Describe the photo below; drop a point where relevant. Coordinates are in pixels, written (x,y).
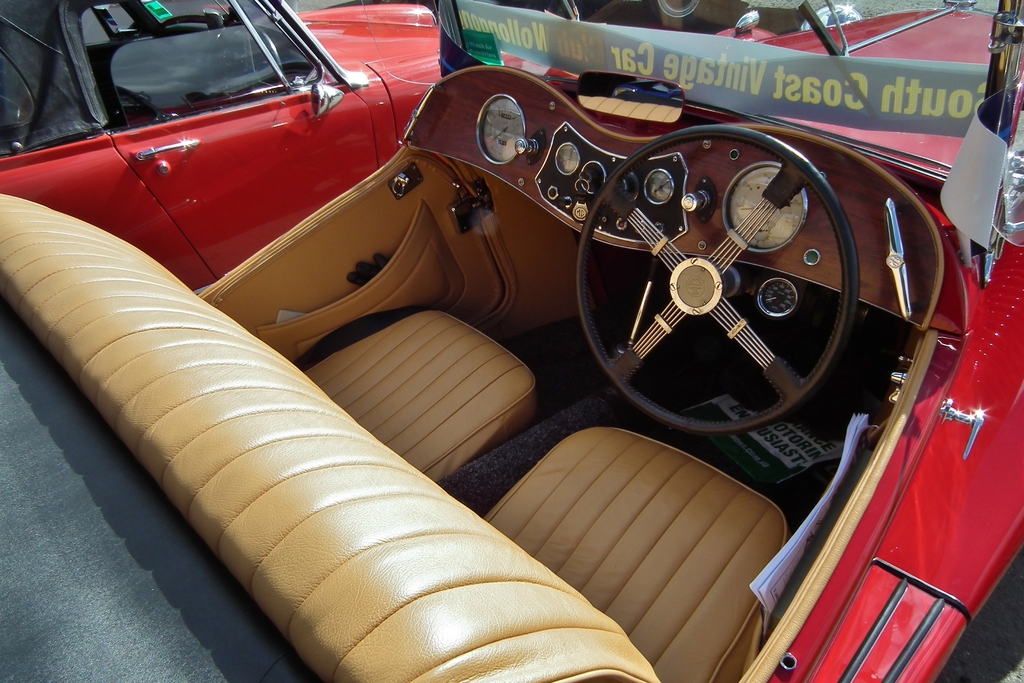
There is a car (613,186) in the center of the image (588,292) and another car (139,43) in the background (112,13).
